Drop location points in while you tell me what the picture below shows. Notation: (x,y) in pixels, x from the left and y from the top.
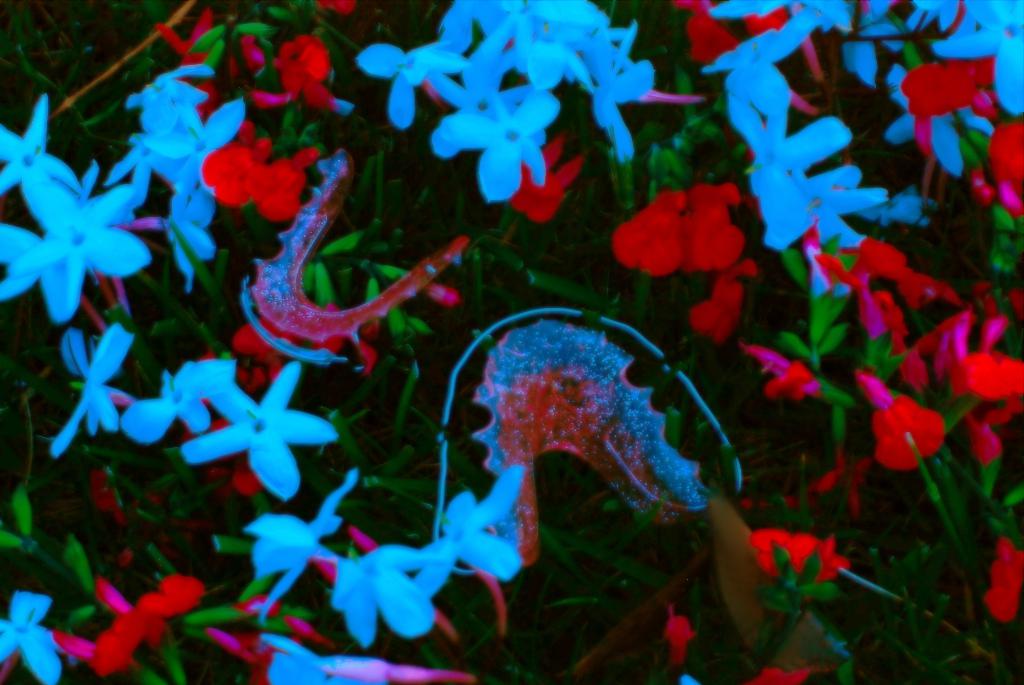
In the image we can see flower plants (692,263) and there are flowers (318,418), blue and red in color.
